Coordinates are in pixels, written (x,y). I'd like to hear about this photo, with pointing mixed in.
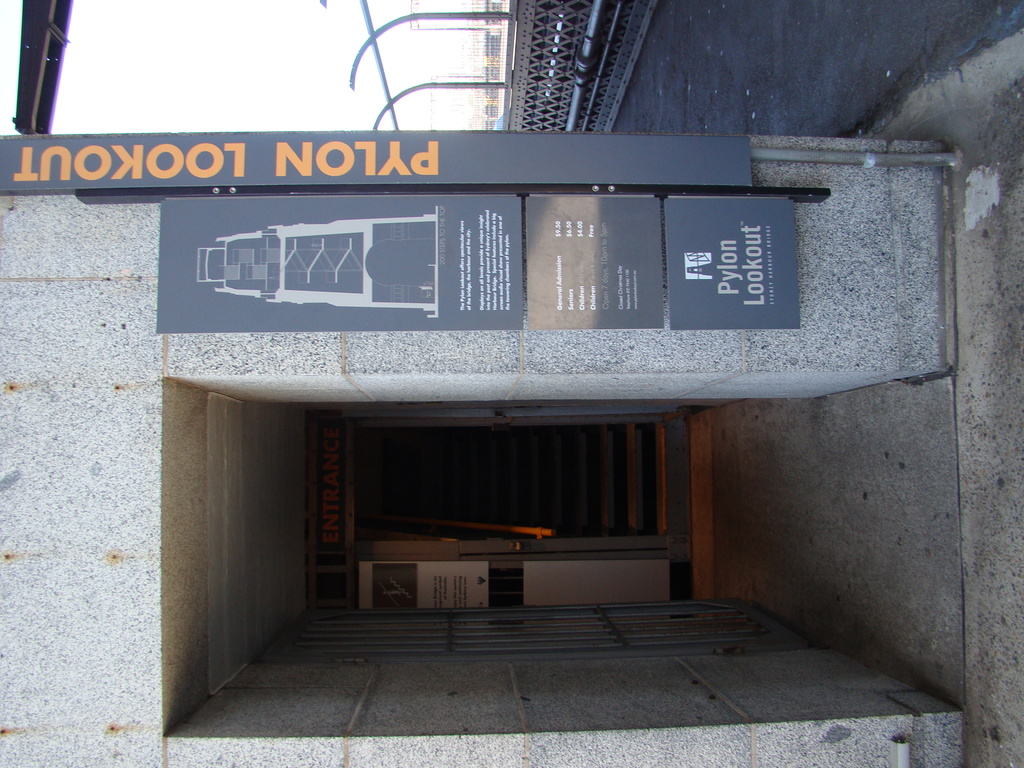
In this image we can see an entrance (551,491). There is a board (418,212) with some text (32,152). To the right side of the image (831,23) there is road (705,36). There are rods (416,88). At the top of the image (123,73) there is sky (125,86).
